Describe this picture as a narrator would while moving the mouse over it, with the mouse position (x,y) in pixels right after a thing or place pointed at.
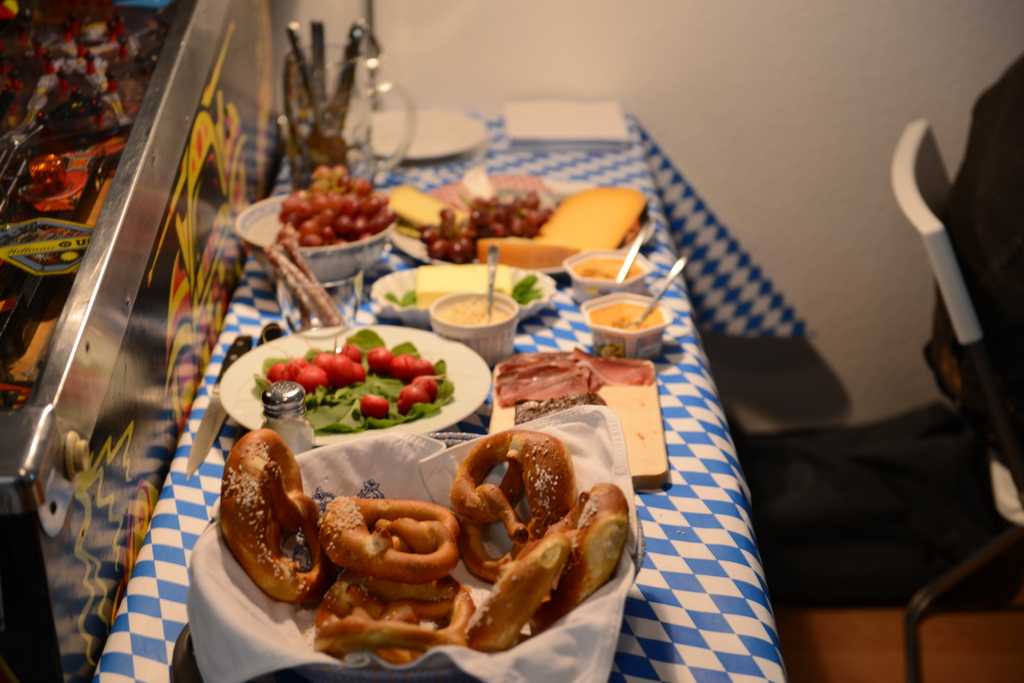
In the background (800,120) we can see the wall (827,95). On the right side of the picture (1002,482) we can see the part of a chair (987,382). In this picture we can see objects (554,105). We can see a cloth (160,522) on a platform (262,271). On the platform (451,347) we can see food (369,205), plates (470,361), bowls (654,356), spoons (644,237) and few objects (560,125). We can see objects (295,60) in a glass holder (334,68).
